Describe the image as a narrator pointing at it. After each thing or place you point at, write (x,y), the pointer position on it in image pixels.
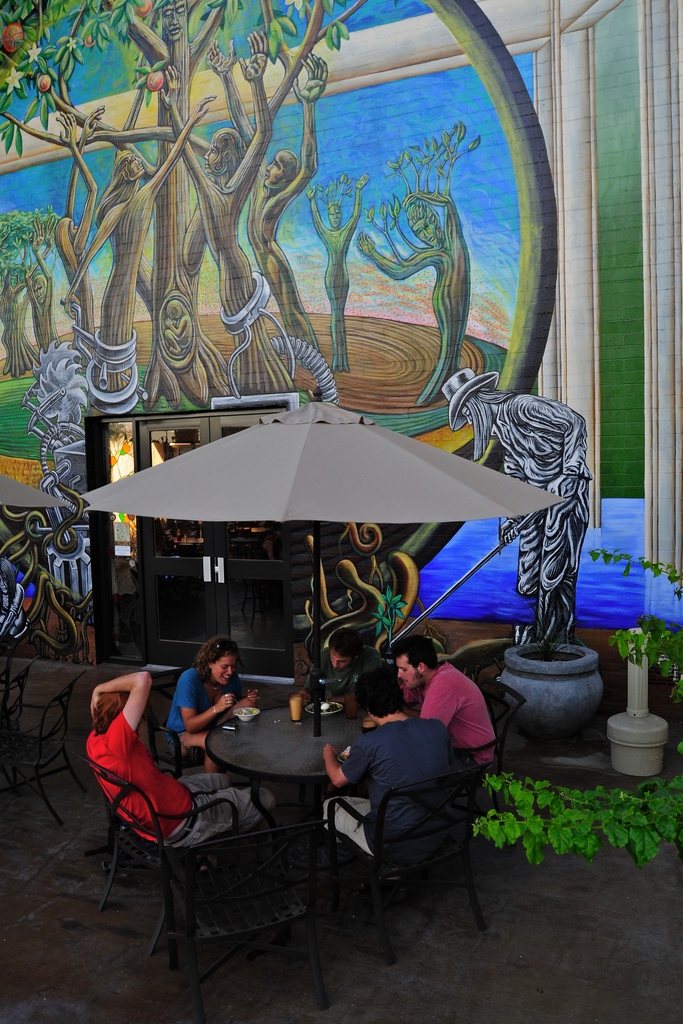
There are five people (137,701) sitting on the chair (447,798) under the umbrella (339,470). At the right (544,655) there is a flower pot (556,701), at the front (587,817) there is plant (612,814), at the back (165,586) there is a door (190,564). On the wall (434,135) there is a painting (287,173) of a tree (130,173), fruits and a man (503,411).
